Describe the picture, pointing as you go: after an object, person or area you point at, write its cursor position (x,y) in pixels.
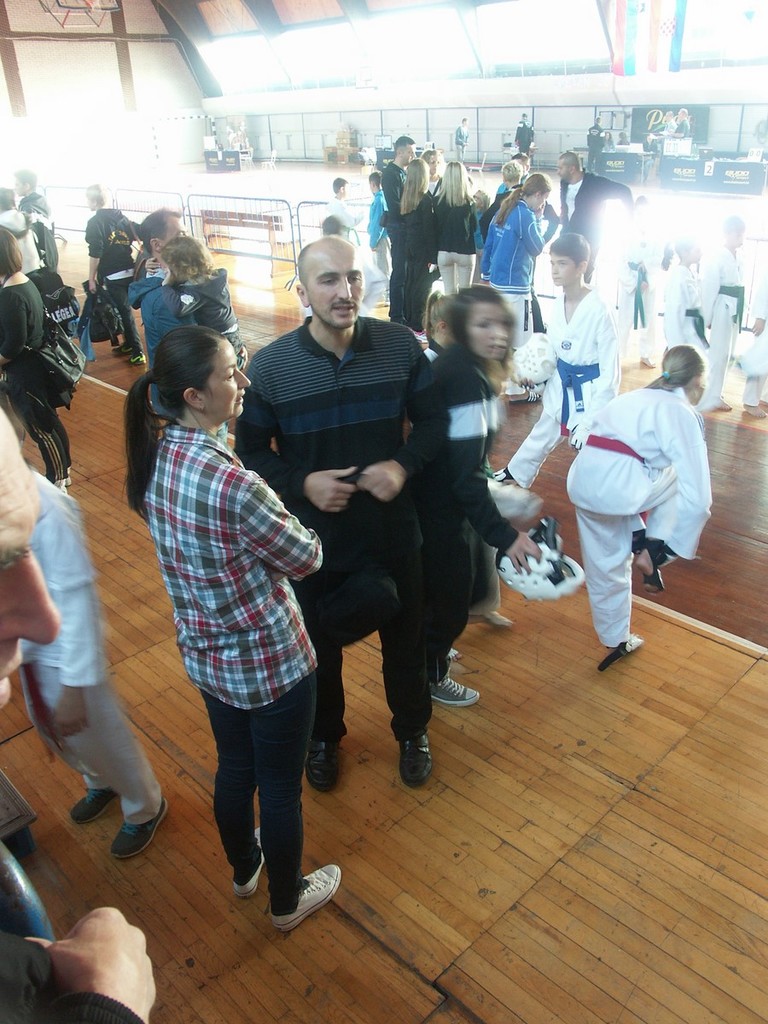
In this image we can see some group of persons (342,412) standing inside the indoor stadium (138,628), some persons (550,416) wearing martial-art dress (602,389) and in the background of the image (595,98) there are some tables (759,167) and a wall (68,112).
